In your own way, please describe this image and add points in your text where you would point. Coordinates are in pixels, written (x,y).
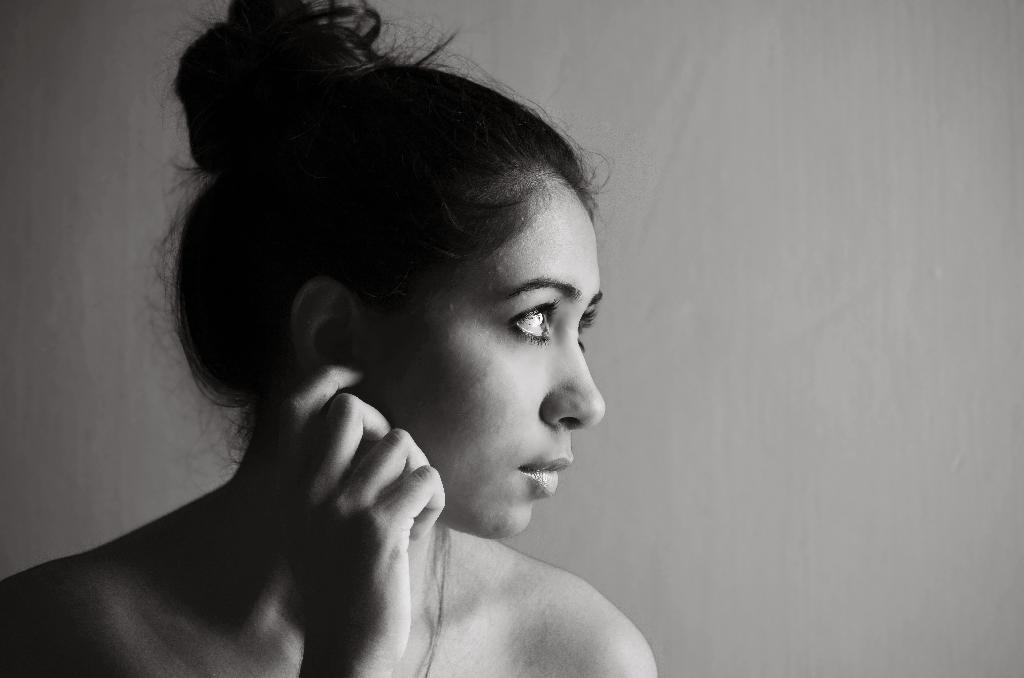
In this image we can see a person (425,406) and a wall (830,270) in the background (118,236).
